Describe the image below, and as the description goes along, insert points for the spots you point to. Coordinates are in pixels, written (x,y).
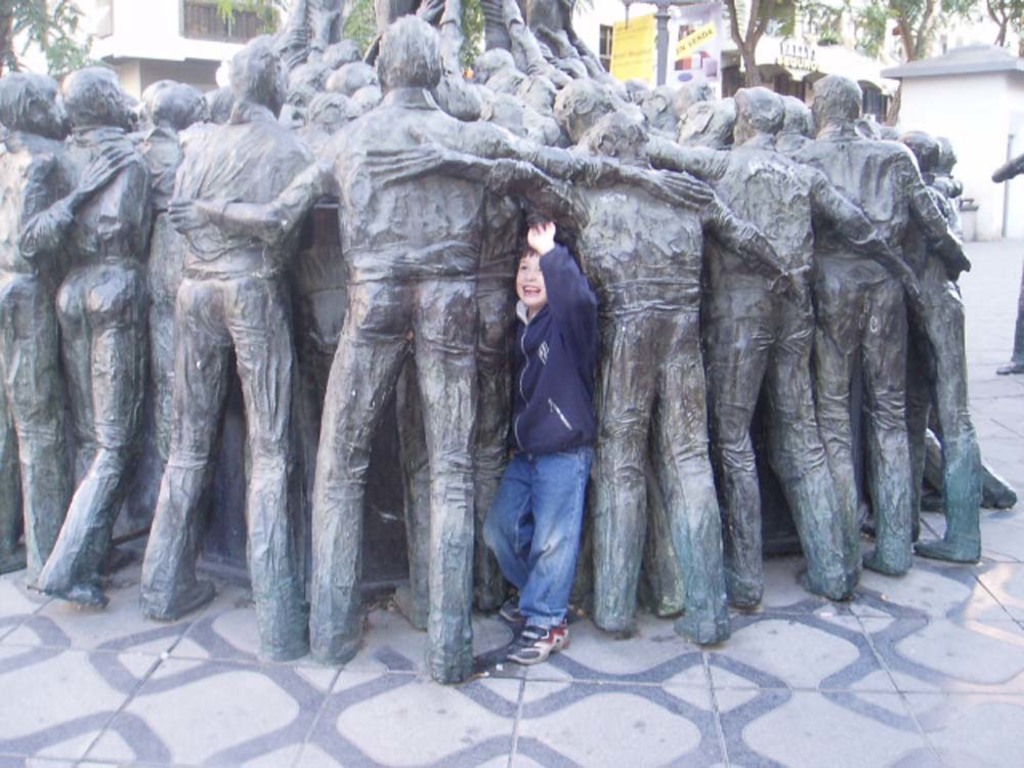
In this picture we can see a boy (538,495) wore a jacket (587,379), shoes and standing on the floor (562,665), statue (534,217), buildings (792,56), posters (622,47) and in the background (37,12) we can see trees (903,14).
